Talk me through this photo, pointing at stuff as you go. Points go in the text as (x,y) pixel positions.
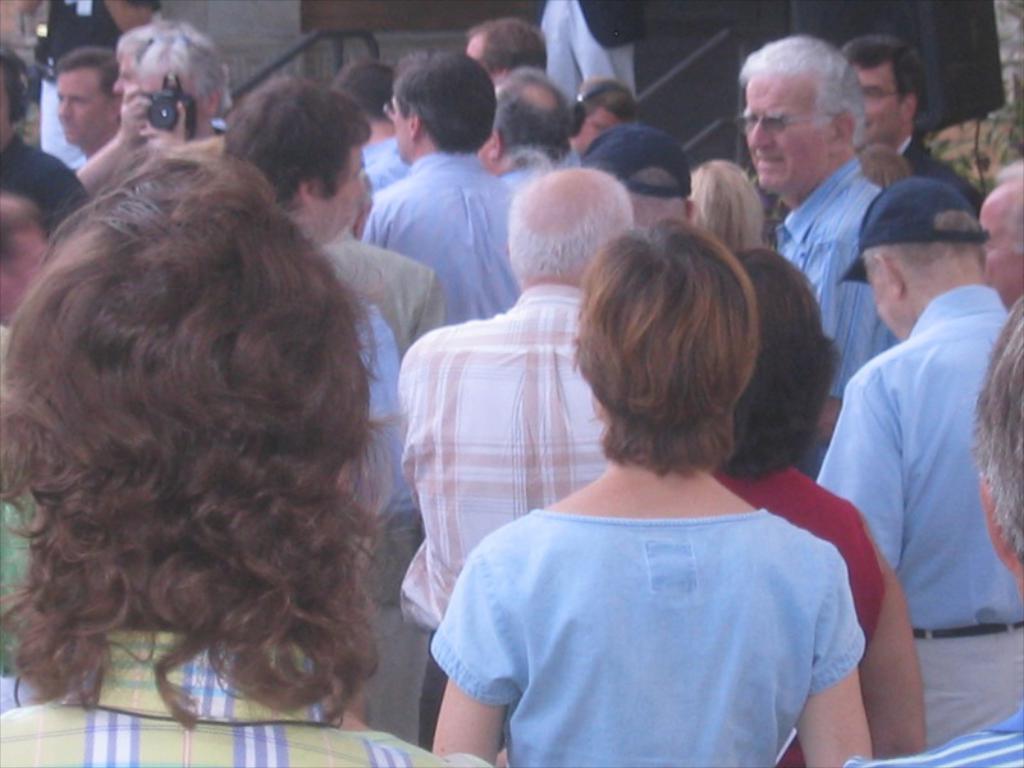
In this picture I can see few people (385,212) are standing and I can see a man (198,146) holding a camera (157,111) and taking picture and I can see a building (733,116) in the back (526,5).
